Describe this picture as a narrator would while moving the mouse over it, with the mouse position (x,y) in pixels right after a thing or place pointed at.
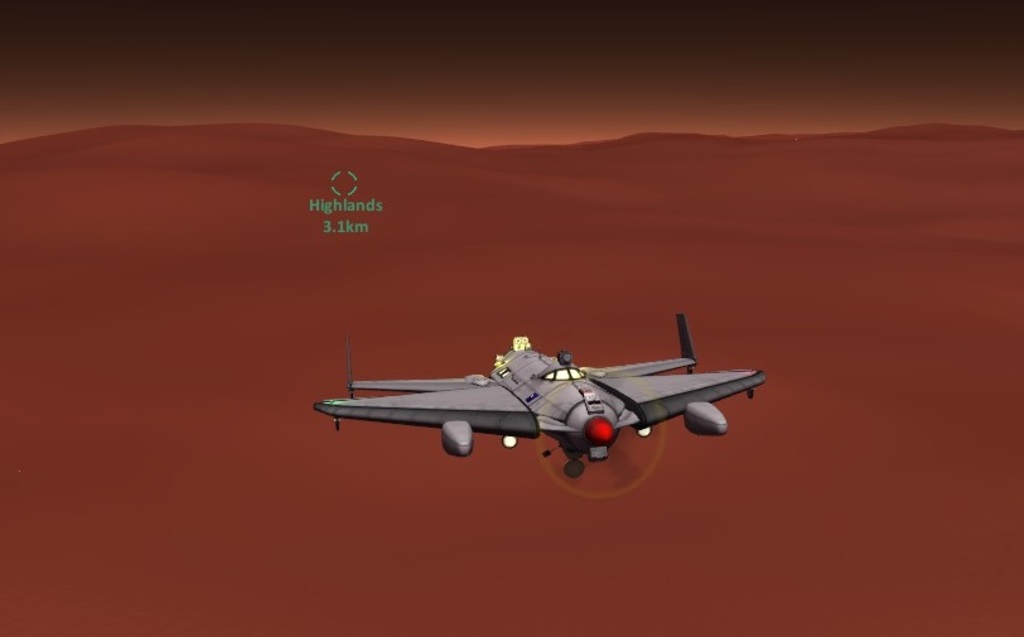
It's a graphical image which is in brown color and in this an aeroplane (655,419) is flying.
